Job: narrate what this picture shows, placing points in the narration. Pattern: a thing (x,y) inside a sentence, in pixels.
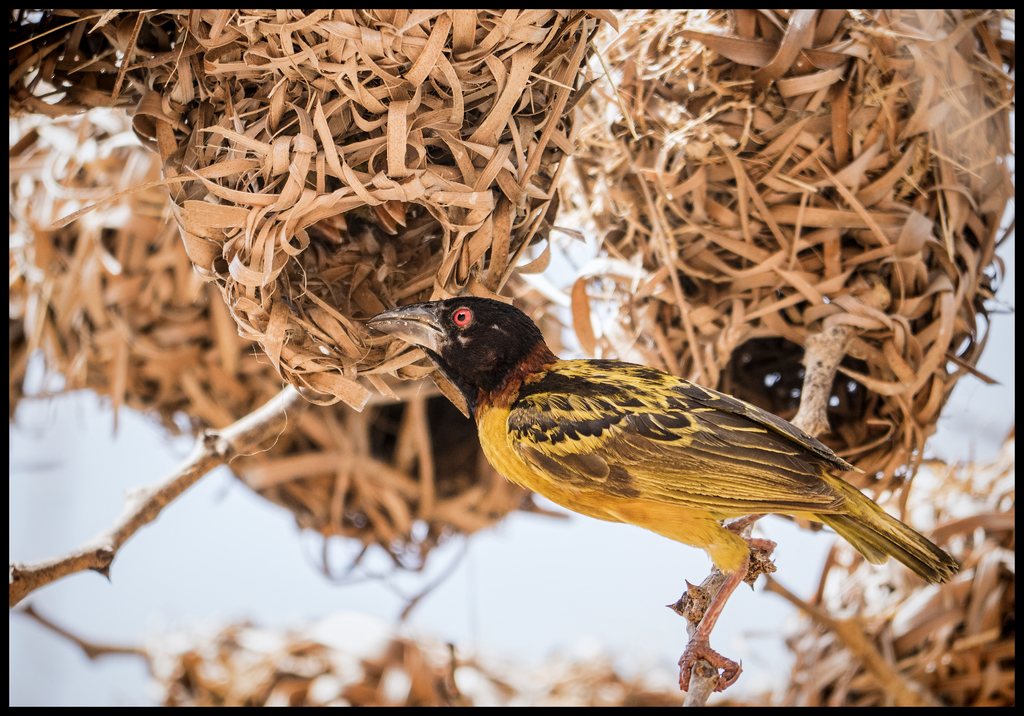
This is a photo. In the center of the image (542,451) we can see a bird (487,396) on a stem (715,584). In the background of the image (616,561) we can see the nests (351,112) and the sky (522,574).
